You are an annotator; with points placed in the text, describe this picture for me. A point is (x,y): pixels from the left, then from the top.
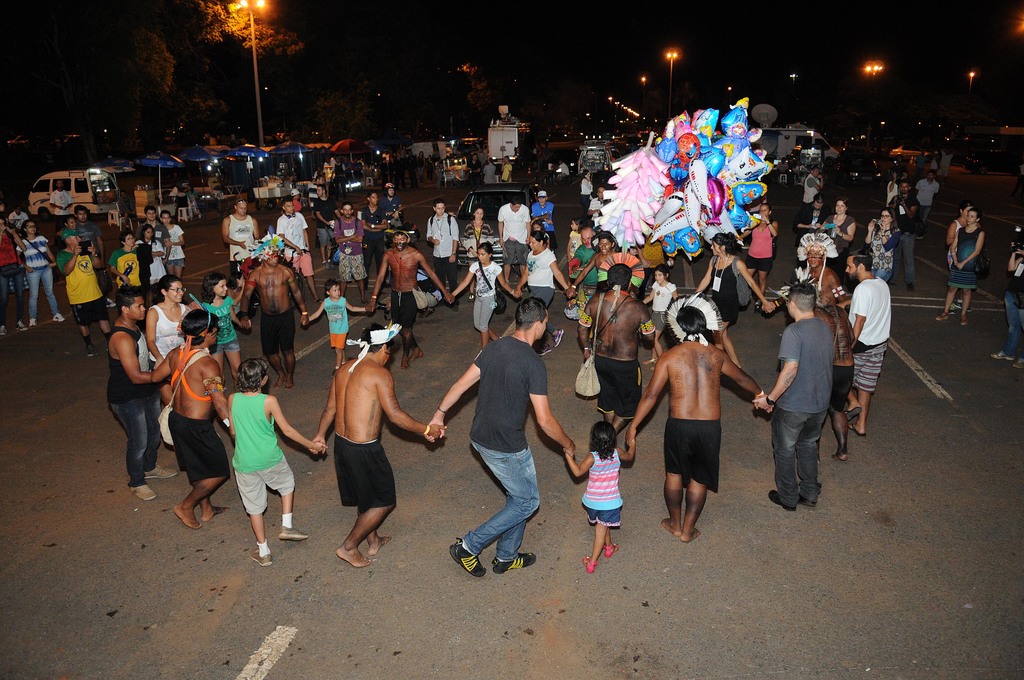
In this image we can see these people (879,300) are standing in a circle on the road (633,583). Here we can see the toys (705,139), we can see umbrellas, vehicles (39,206), light poles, trees (476,85) and the dark sky (968,42).
